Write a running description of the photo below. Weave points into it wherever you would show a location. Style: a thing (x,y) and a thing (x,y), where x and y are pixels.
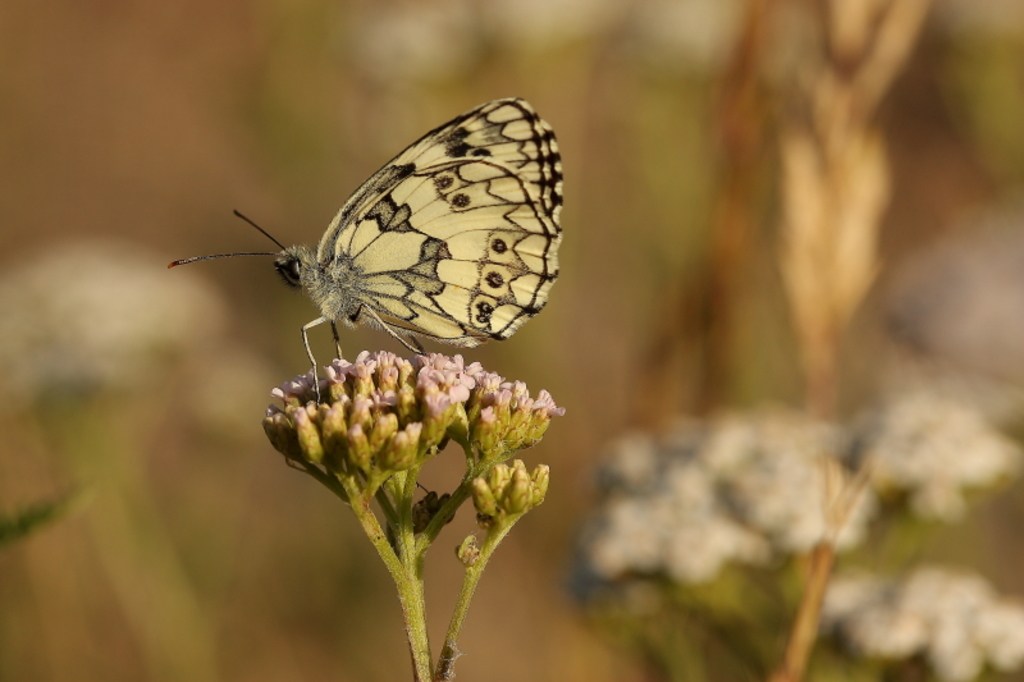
In this image we can see a butterfly (430,300) on the flowers (335,425). The background (840,462) is blurry.
